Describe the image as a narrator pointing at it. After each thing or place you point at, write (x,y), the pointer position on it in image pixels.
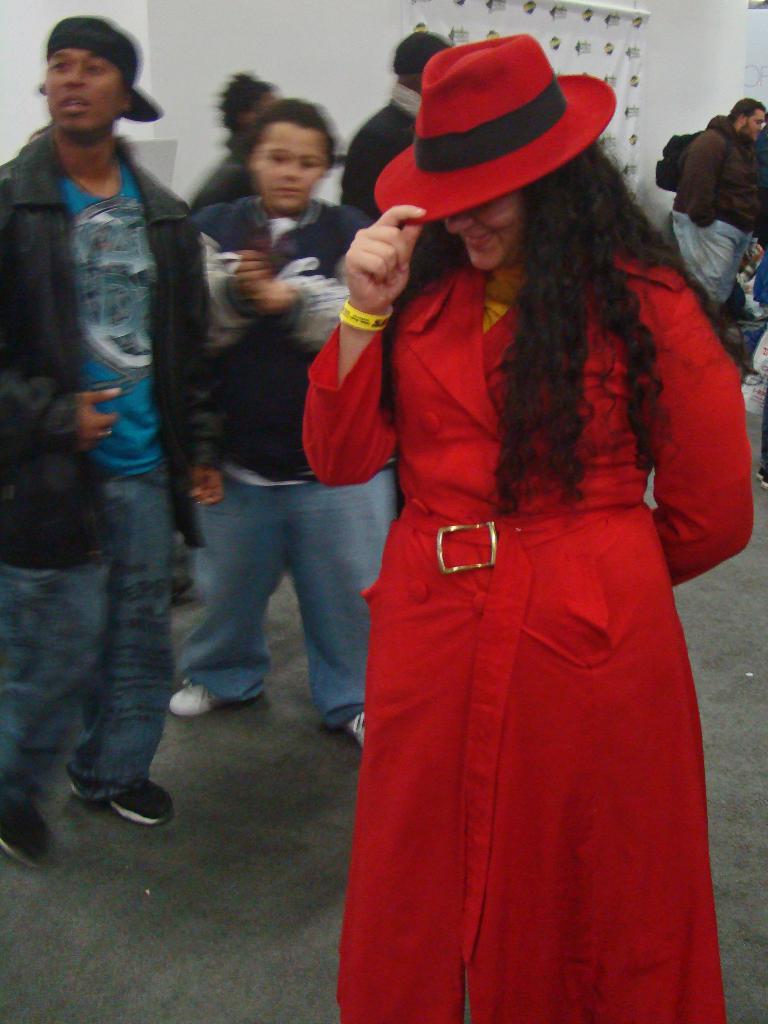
In this image we can see people (399,372) standing on the floor (294,750).
